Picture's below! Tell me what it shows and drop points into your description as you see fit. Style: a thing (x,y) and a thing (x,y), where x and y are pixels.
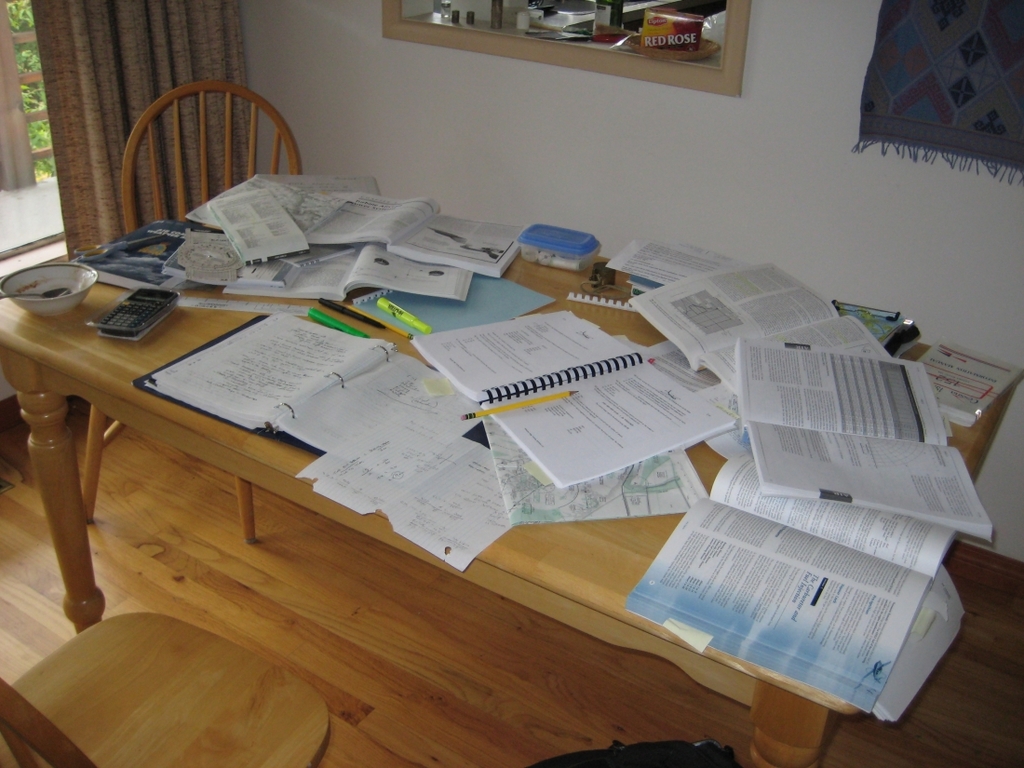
In the center of the image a table (706,477) is there. On the table (149,359) we can books (556,339), box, calculator (134,304), bowl (71,295), spoon (58,288) are present. At the bottom of the image (453,722) floor (469,734) is there. At the bottom left corner (198,700) chair (164,690) is present. At the bottom of the image (633,752) a bag (618,753) is there. At the top of the image (751,166) wall (763,121) and window (615,65) and some objects (645,39) are there. At the top left corner (105,63) a curtains (116,64) is present.
